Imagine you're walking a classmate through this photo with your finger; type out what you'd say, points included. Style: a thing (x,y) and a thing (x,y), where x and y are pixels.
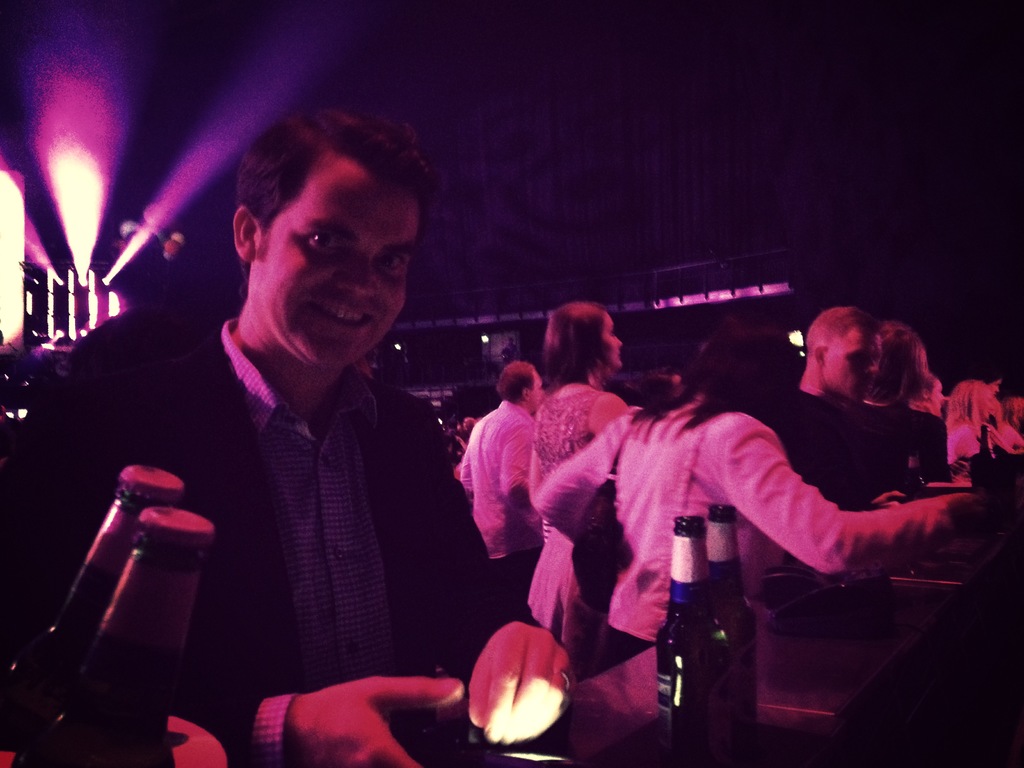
This picture is taken in the dark where we can see a person (414,659) wearing a blazer (268,637) is standing here and smiling. Here we can see the bottles (78,747) kept, here we can see a few more people (515,462) standing on the floor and we can see the show lights (72,139) in the background (25,326).
